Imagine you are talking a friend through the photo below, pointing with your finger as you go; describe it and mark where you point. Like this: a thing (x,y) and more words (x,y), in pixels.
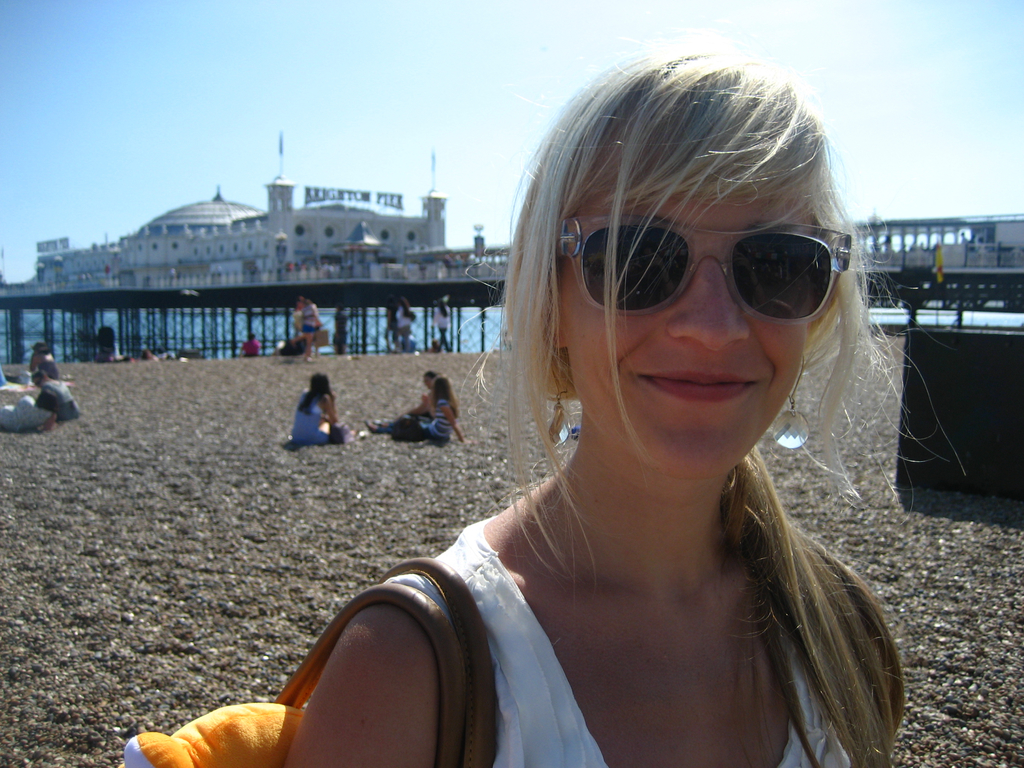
In the image there is a woman (540,524) in blond hair (670,144) standing on beach (198,500) and behind there are many people (330,415) standing and sitting on the land (267,400) and over the background (323,243) there is a building (292,254) in front of bridge (378,323) and above its sky (199,95).
